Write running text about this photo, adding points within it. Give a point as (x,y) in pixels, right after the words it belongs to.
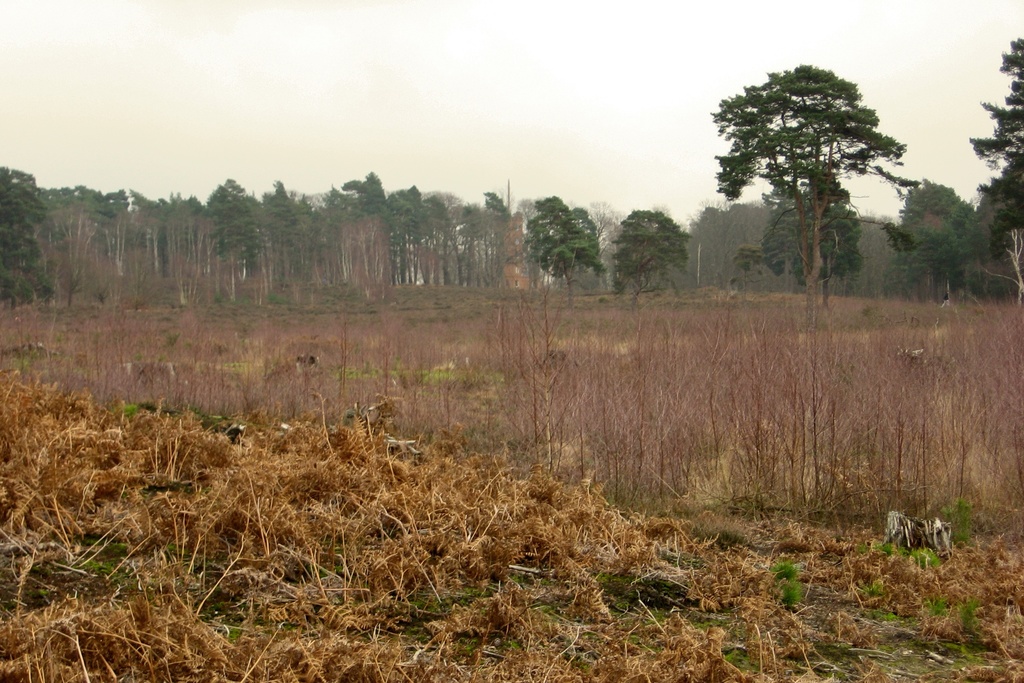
In this image we can see some dry plants (519,401). At the bottom of the image (487,540) there is the dry and green grass (738,566). In the background of the image (569,242) there are some trees (238,226). At the top of the image (493,70) there is the sky (442,139).
